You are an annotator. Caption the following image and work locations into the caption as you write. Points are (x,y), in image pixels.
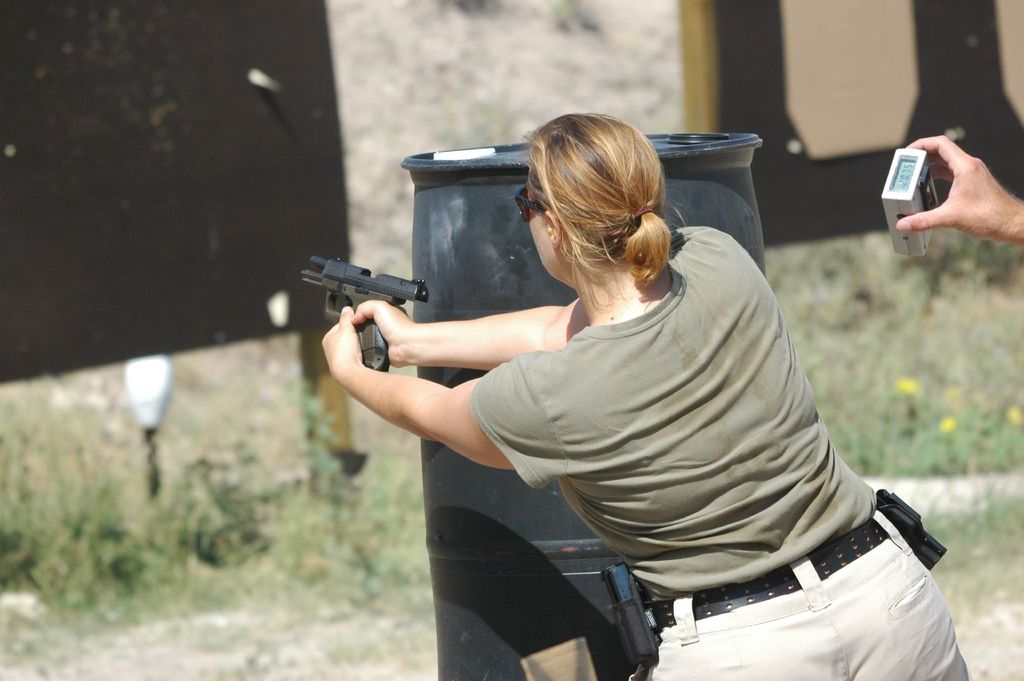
In the image there is a lady (631,461) in green t-shirt (671,447) and beige pants (793,672) firing gun (353,279), she is standing in front of a black barrel (465,172), on the right side (958,198) there is a hand (973,165) holding timer (908,169), in the back (110,92) there are boards (790,43) on the grassland (319,445).
